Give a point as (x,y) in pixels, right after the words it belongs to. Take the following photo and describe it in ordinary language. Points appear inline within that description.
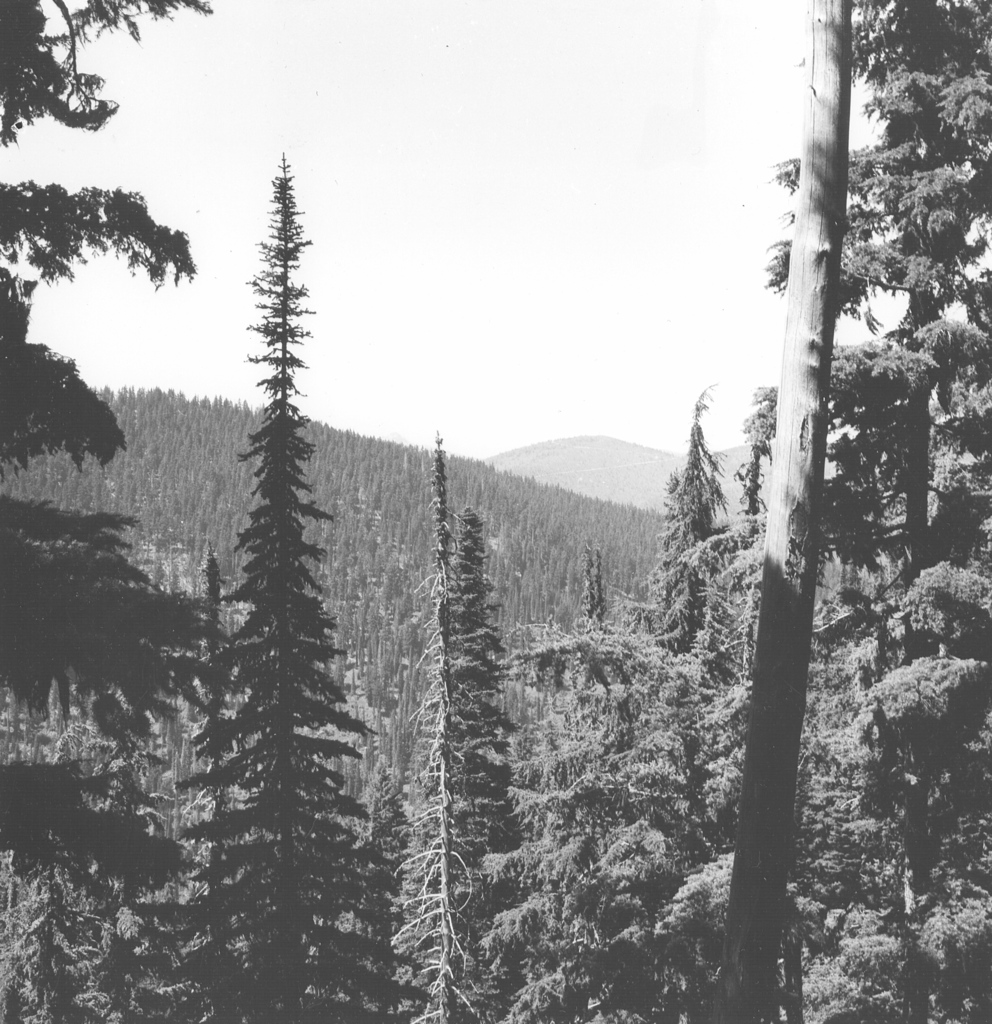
This is a black and white image. We can see trees (297,525), hills (392,496) and the sky (215,149). On the right side of the image (828,92), there is a wooden pole (759,1009).
